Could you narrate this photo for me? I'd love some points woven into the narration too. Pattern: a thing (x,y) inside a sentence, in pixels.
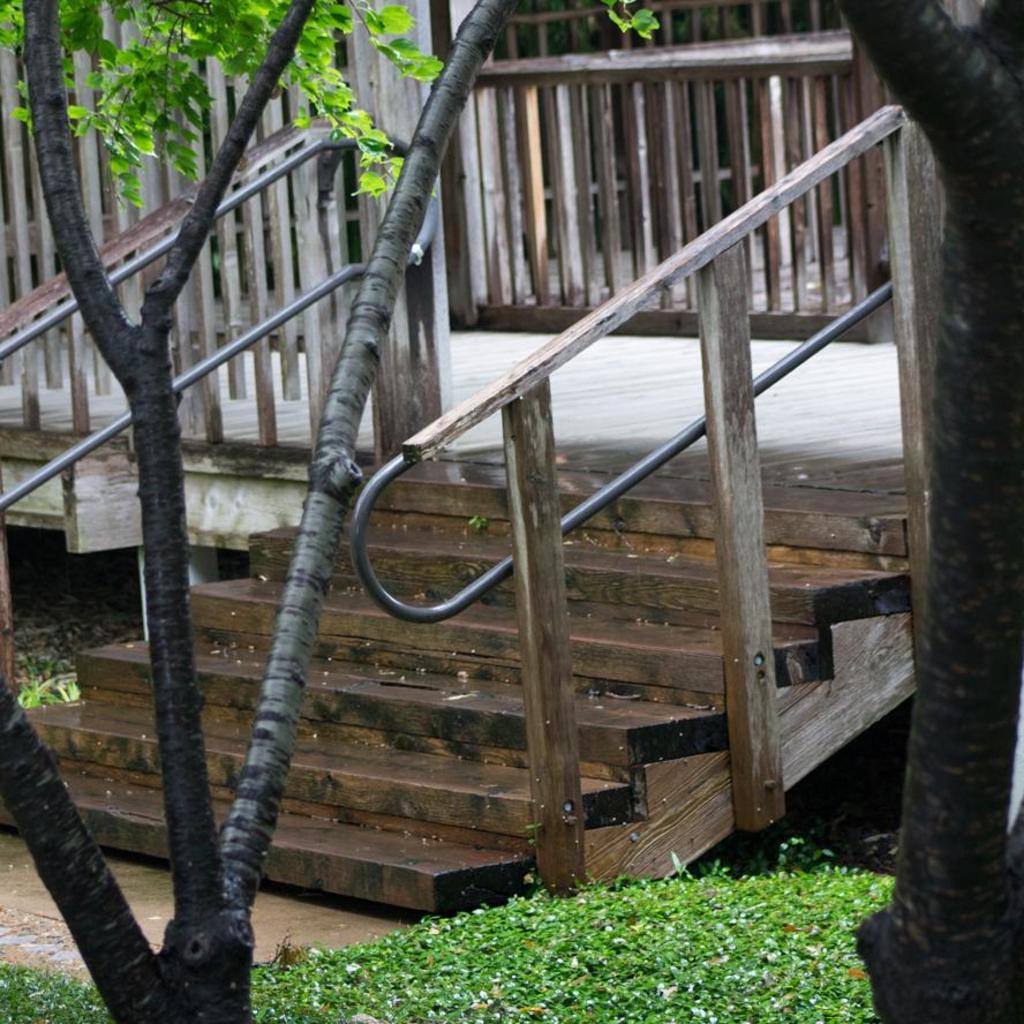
In this image we can see the stairs (763,215) of a building (690,218), in front of the stairs (462,623) there are trees (1001,641) and plants (568,962).
